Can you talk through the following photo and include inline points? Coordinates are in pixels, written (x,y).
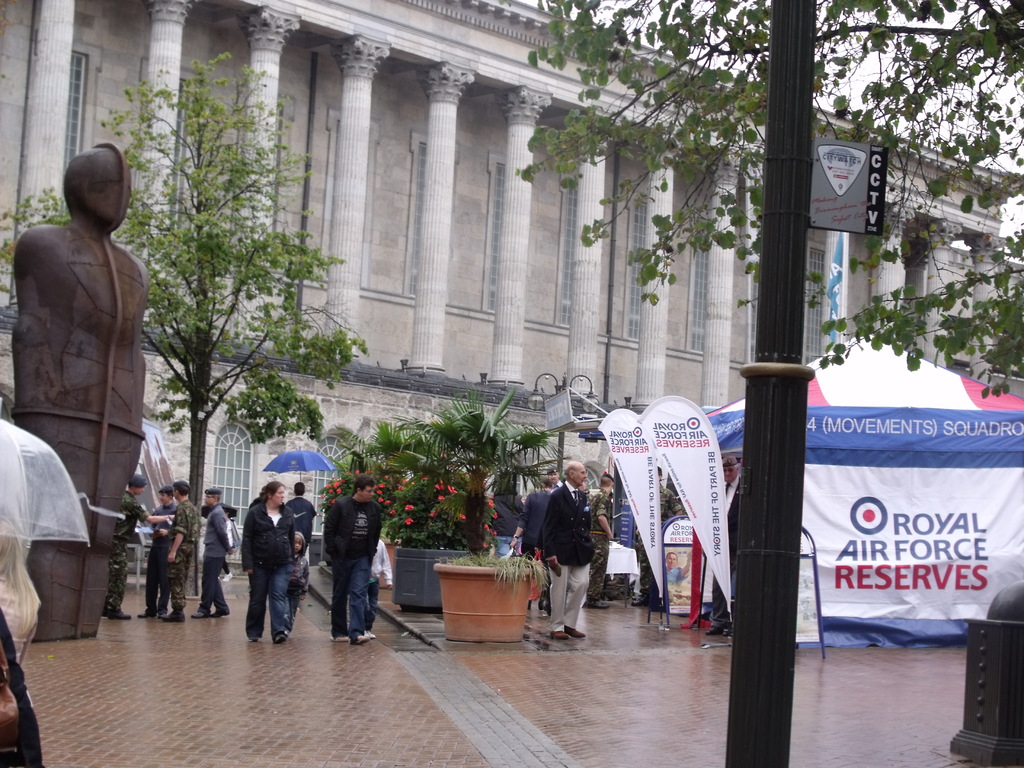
In this image there is a building (331,321) and we can see trees (931,65). There are people (258,637). On the left (85,637) we can see a sculpture (89,447) and there are umbrellas (41,503). On the right (968,599) there is a tent (955,599). We can see banners (663,408). In the background (884,76) there is sky (981,75).
